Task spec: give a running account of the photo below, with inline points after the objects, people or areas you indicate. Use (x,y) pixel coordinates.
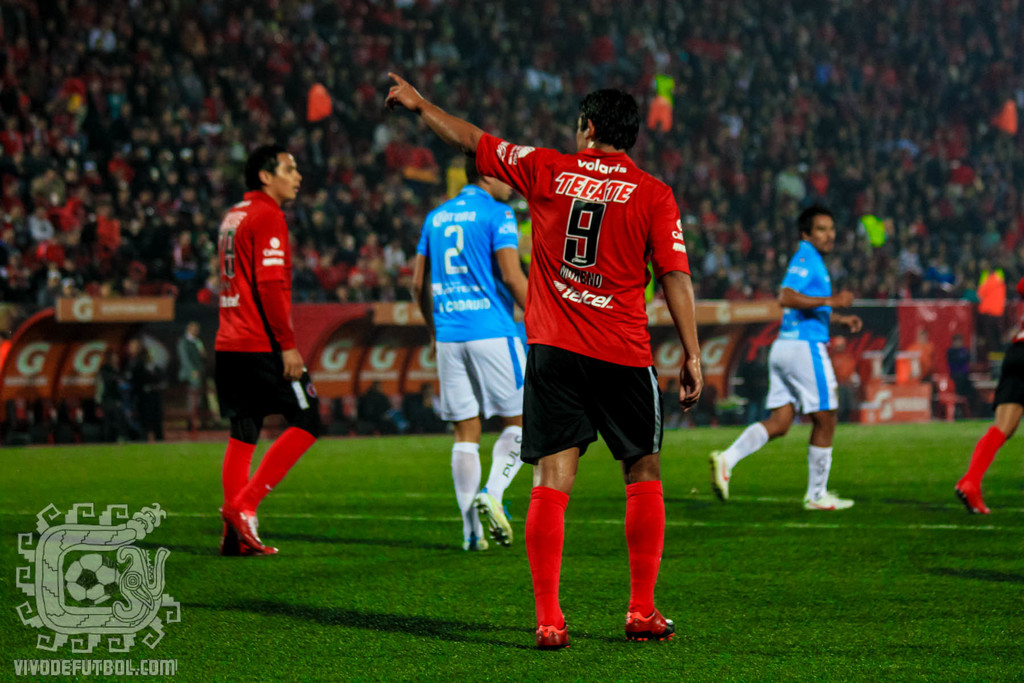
In this image there are few people (518,342) visible on the ground (278,538), in the bottom left (97,628) there is a symbol (120,632) and text (111,662), in the background (845,101) there is crowd (672,105).
